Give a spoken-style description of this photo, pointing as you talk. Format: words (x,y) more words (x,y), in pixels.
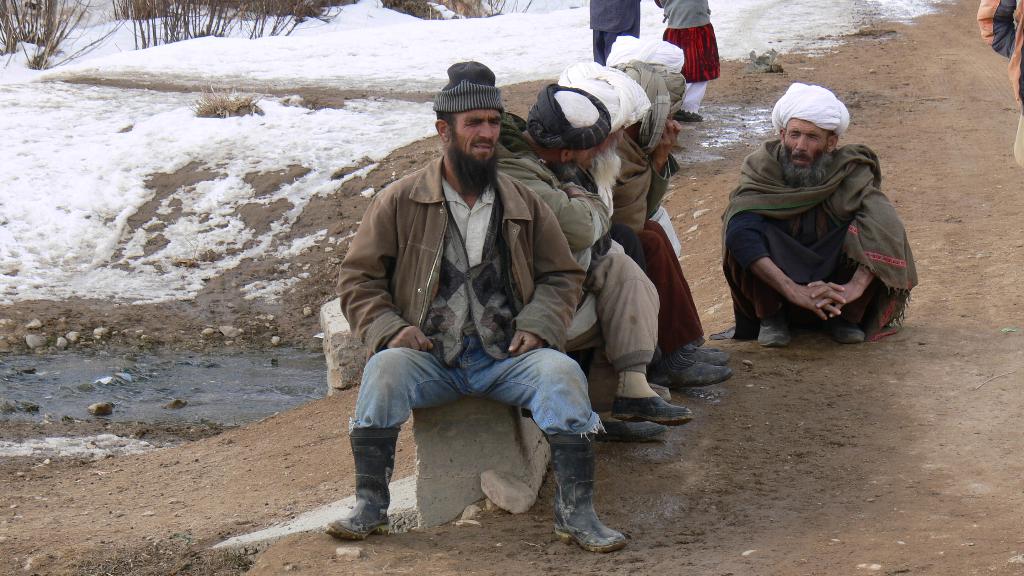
In the image we can see there are people (658,194) sitting on the ground (917,220) and they are wearing jacket (498,197), cap (457,82) and turbans (607,120). Behind there is a ground (330,76) covered with snow (303,52) and there are other people (600,21) standing on the ground (884,61).
